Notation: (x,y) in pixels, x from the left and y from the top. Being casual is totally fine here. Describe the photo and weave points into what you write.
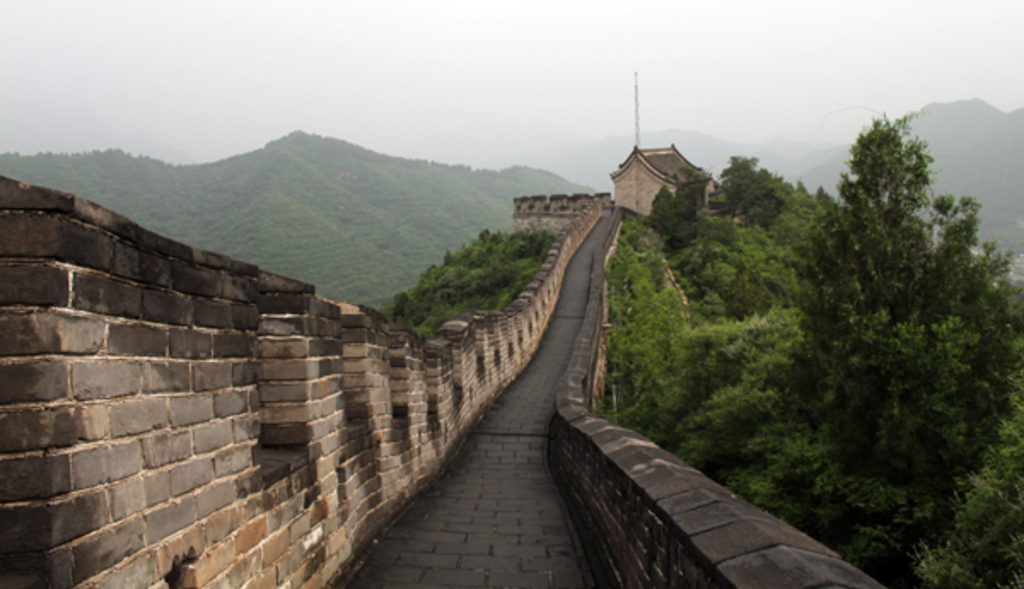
In this picture I can observe a path (566,339). There are walls (547,324) on either sides of this path (576,332). In the background (505,266) there are trees (498,254) on the hills (450,183). I can observe fog (455,80) in this picture.
